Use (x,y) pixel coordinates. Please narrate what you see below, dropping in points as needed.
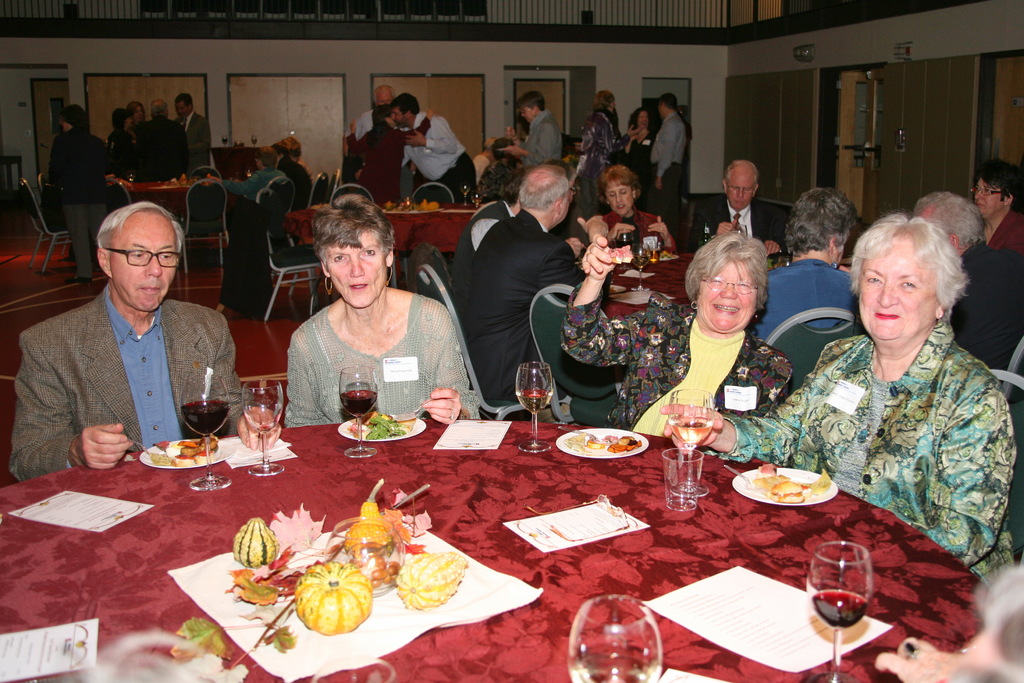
Few persons (925,290) are sitting on chairs (44,226) and few persons (450,168) are standing. We can see plates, food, glasses (536,440) and some objects (233,547) on tables (488,554). On the background (883,132) we can see wall (681,59) and door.
